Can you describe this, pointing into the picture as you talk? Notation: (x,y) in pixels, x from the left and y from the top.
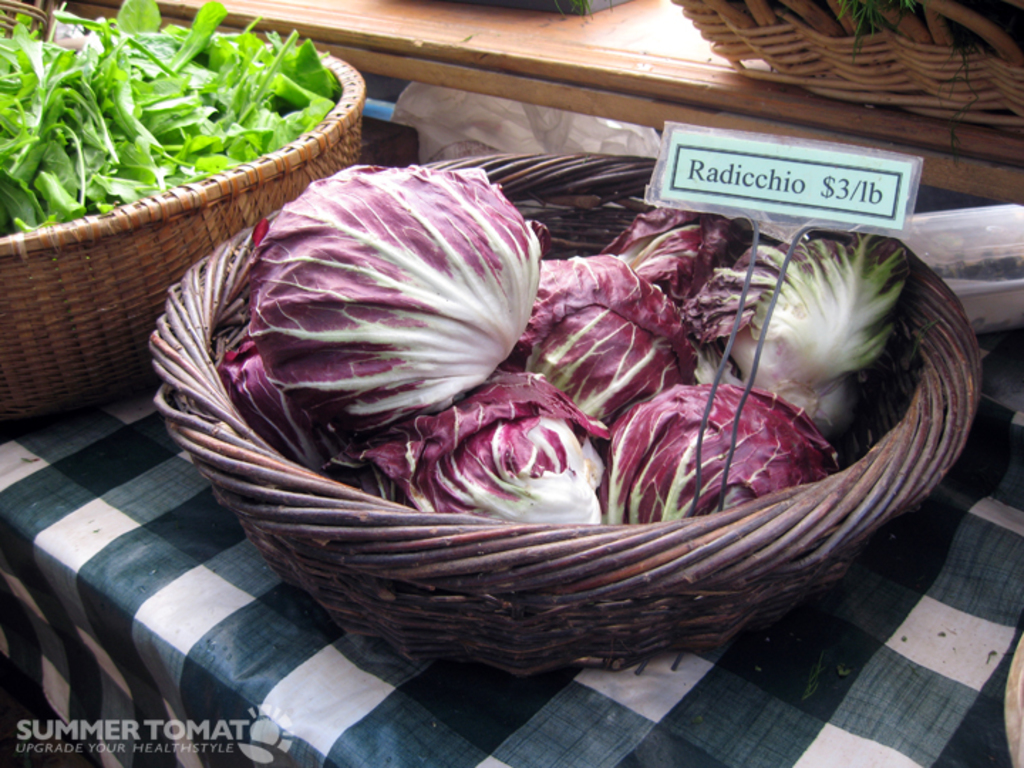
In this picture I can see there are green leafy vegetable (131,113) and Radicchio (513,393) placed in the baskets (537,541) along with a price tag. It is placed on a table (353,712) and there is a white and black cloth (628,697) on the table (142,714).
